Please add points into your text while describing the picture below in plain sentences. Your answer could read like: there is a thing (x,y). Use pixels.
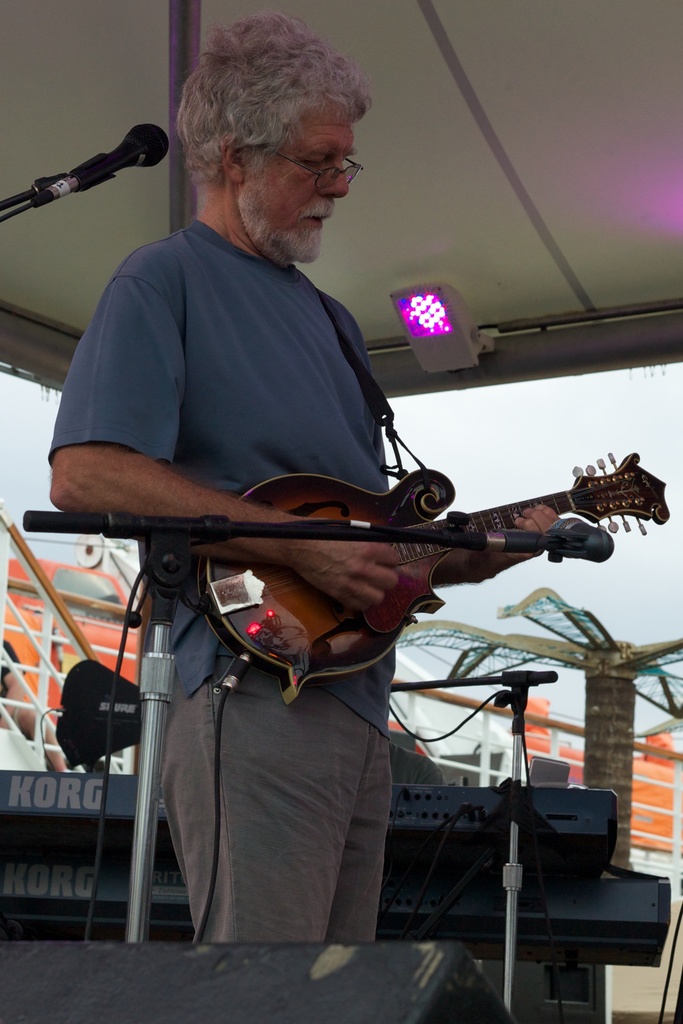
This image consists of a person (222,336) standing and playing a mandolin (405,605) in front of the mike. Beside that the keyboard (657,886) is kept on the table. At the bottom (275,956) speaker (349,981) is there. In the top (55,256), a tent (583,260) is there in white color. In the middle (409,429), a sky (490,425) is visible in white color. In the middle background (538,730), boats (87,614) are visible which are white and orange in color. This image is taken during day time.
